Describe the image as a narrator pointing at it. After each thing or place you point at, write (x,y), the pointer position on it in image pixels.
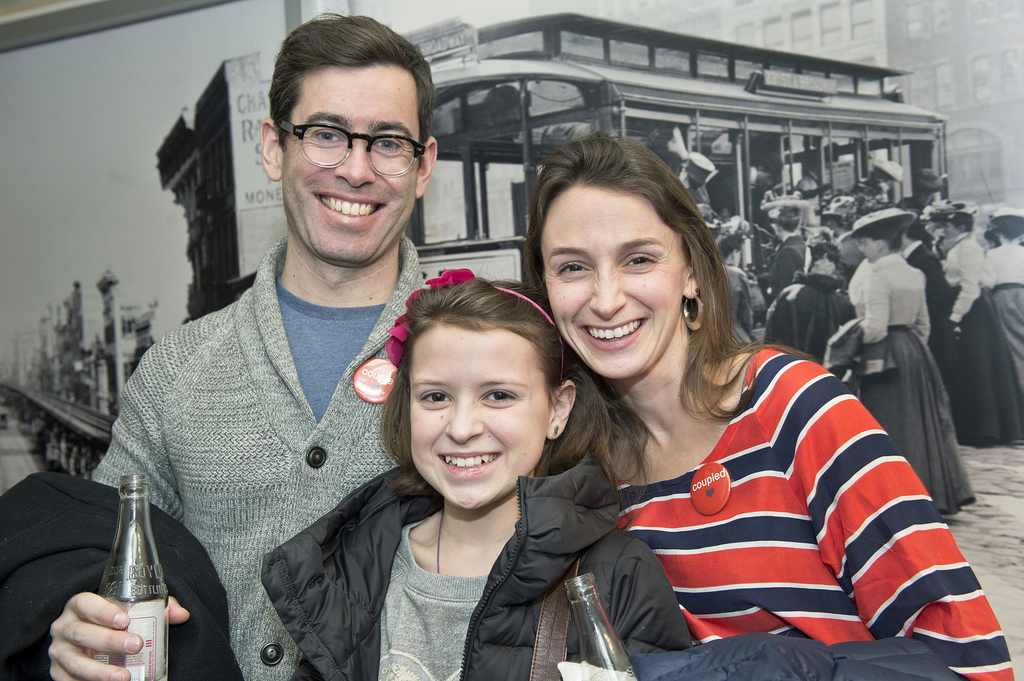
Here we can see a man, woman (575,320) and a kid (557,402) are standing and the man (281,470) is holding a bottle (127,632) in his hand (120,647) and there is a jacket (71,567) on his hand (138,646). At the bottom (604,622) there is a bottle (581,638) and jacket (662,675). In the background (253,256) there is a black and white picture (507,97) where we can see few persons (873,317) are standing at the vehicle (938,129), buildings (75,353), poles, sky (76,150) and other objects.
